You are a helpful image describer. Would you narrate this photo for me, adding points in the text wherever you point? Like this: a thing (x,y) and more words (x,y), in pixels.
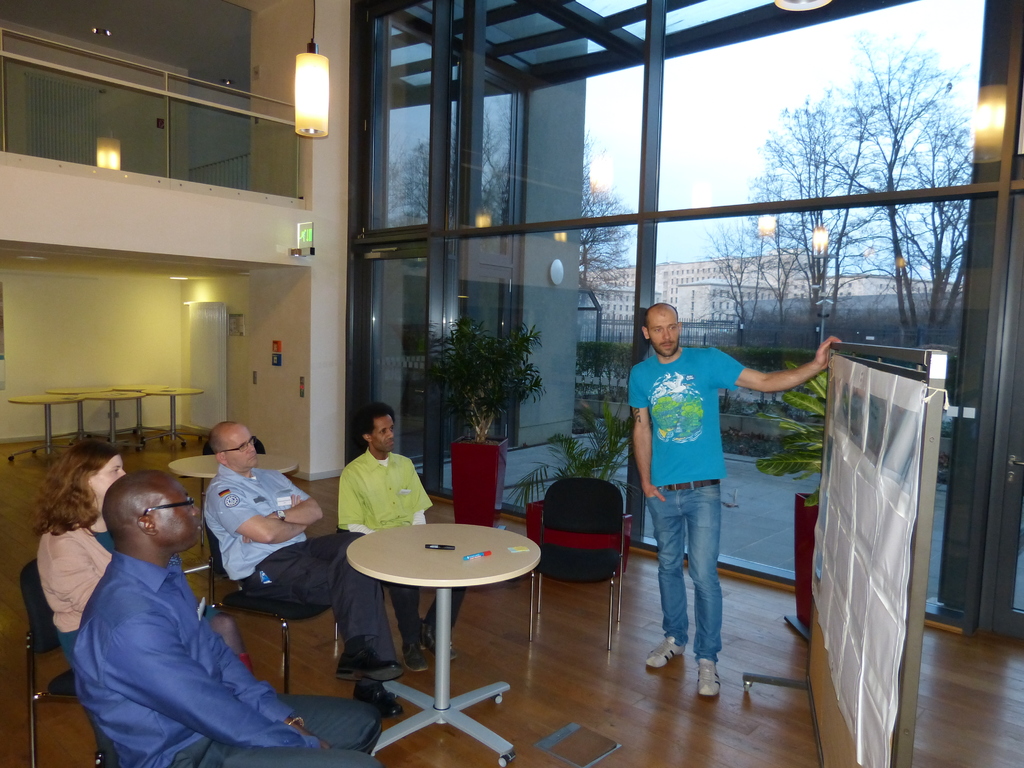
In this we can see four people (380,601) are sitting on the chairs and a man (665,590) wearing blue shirt (692,424) is standing and looking at the board (838,484). In the background of the image (676,170) we can see glass windows (507,240) through which buildings (669,274) and trees (819,195) are seen.
